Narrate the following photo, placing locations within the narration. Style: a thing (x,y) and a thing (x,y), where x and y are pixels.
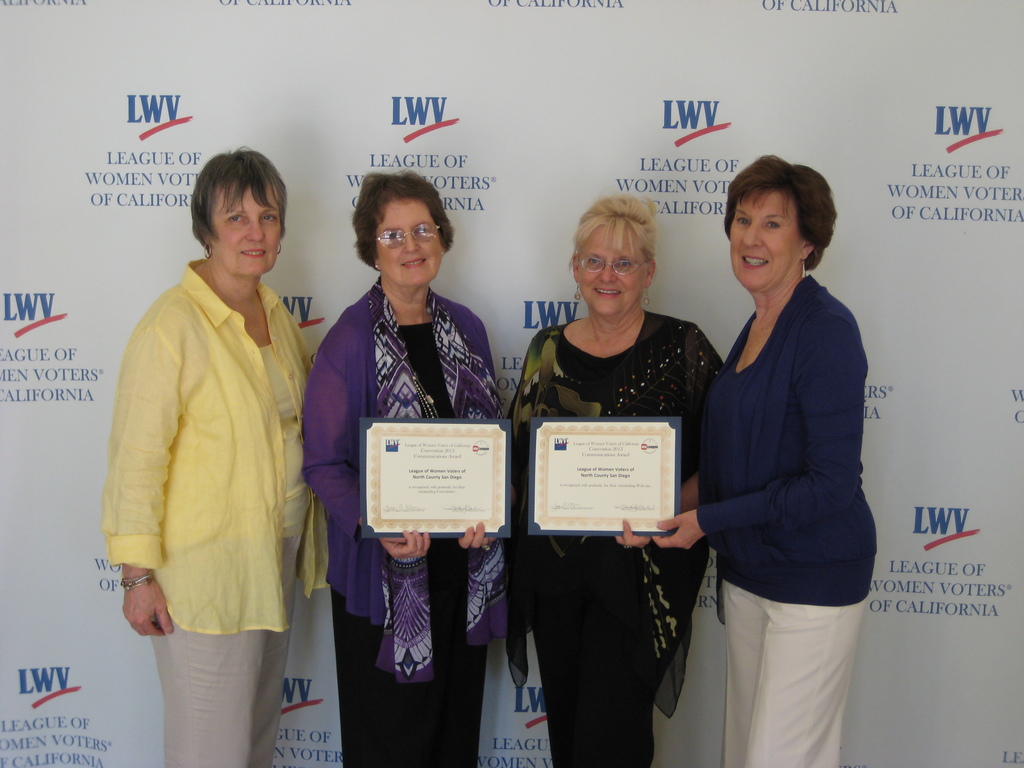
There are four persons (367,409) standing as we can see in the middle of this image (391,386). The persons (497,403) standing in the middle (580,424) are holding two frames (509,480) and there is a wall poster (480,123) in the background (693,286).
